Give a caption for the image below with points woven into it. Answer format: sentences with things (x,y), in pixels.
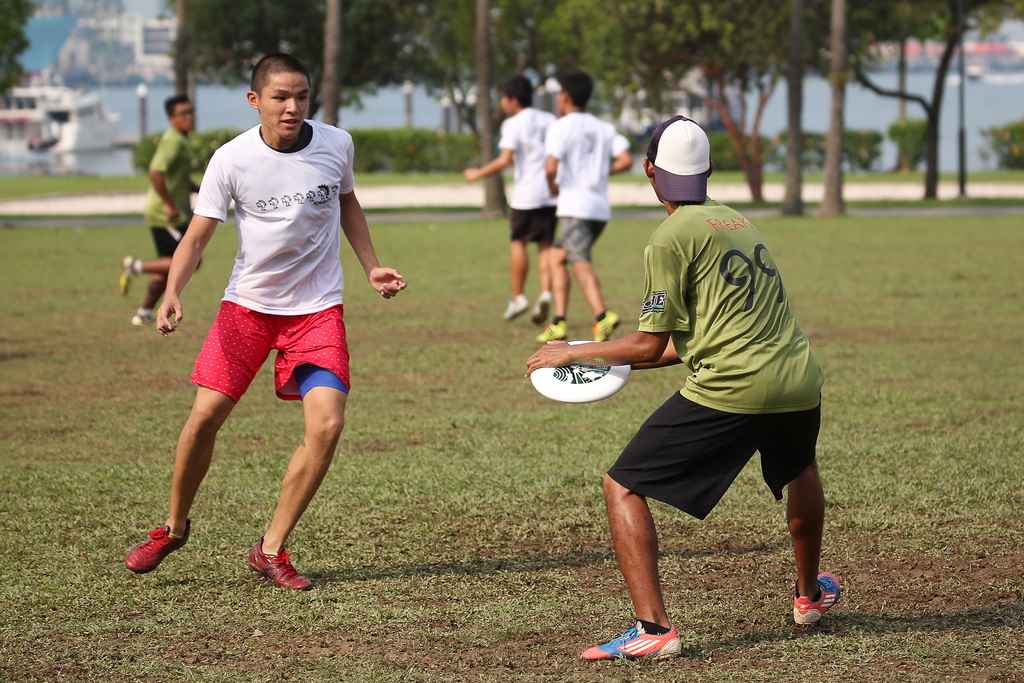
In the foreground of the picture (211,217) we can see two men (289,289) playing. At the bottom (360,521) there is grass (375,472). In the middle (615,319) there are people (590,185). In the background (447,41) we can see trees (948,29), plants (400,131), grass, buildings (134,31) and other objects (57,112).
